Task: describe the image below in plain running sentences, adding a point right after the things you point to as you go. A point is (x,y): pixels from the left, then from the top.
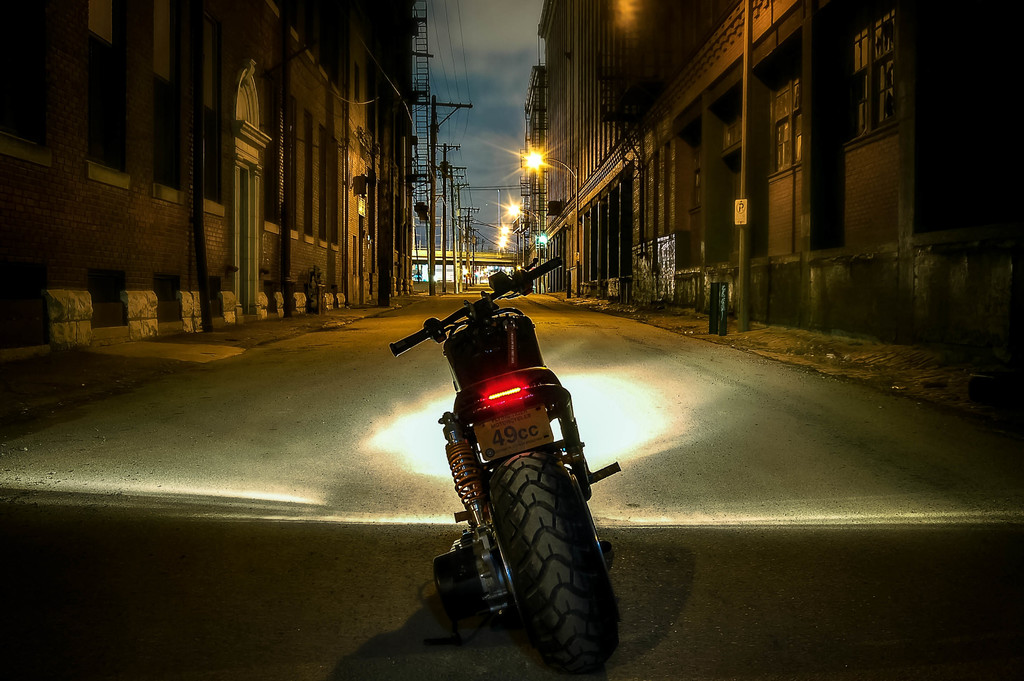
In this picture we can see a motor bike (463,470) on the road (293,514), buildings (299,67), poles (433,260), lights (543,163) and some objects (424,213) and in the background (475,147) we can see the sky (477,69).
